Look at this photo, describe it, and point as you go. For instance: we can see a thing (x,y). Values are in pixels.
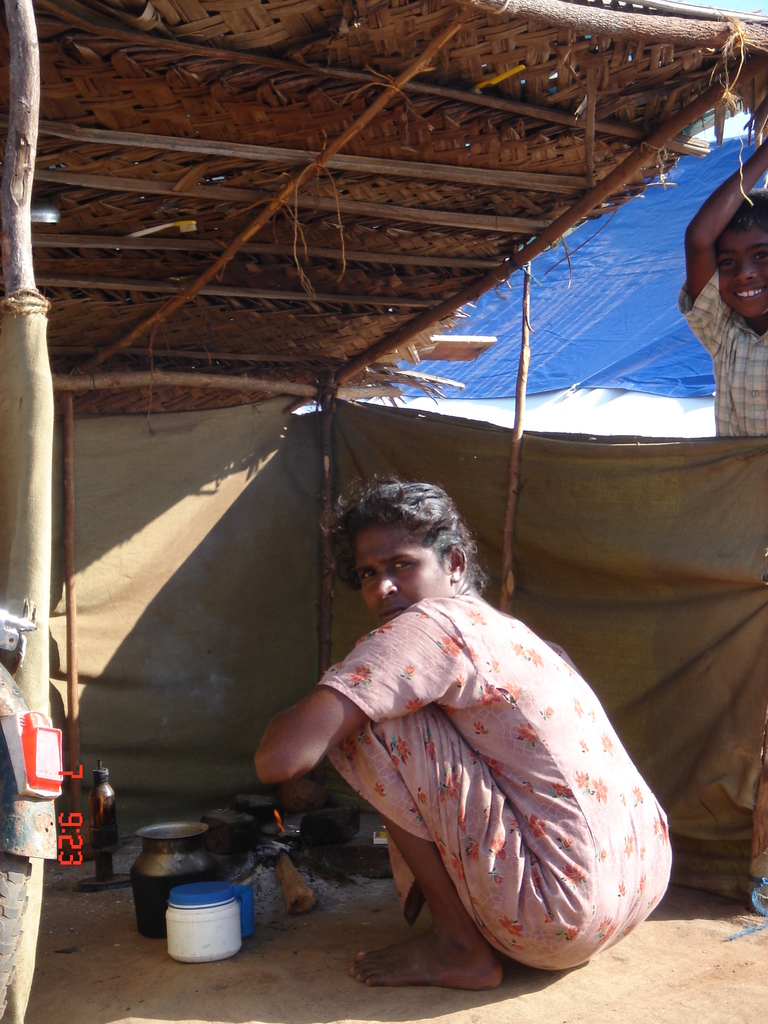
In this image we can see a lady (467,623) and a boy (735,355). And there is a hut (298,210). In the back (602,339) we can see a sheet (625,340). Also there is fire (279,819). And there are stones (326,816). Also there is a vessel (149,889) and bottle (230,915). And there is text (74,848) on the left side (65,793).
